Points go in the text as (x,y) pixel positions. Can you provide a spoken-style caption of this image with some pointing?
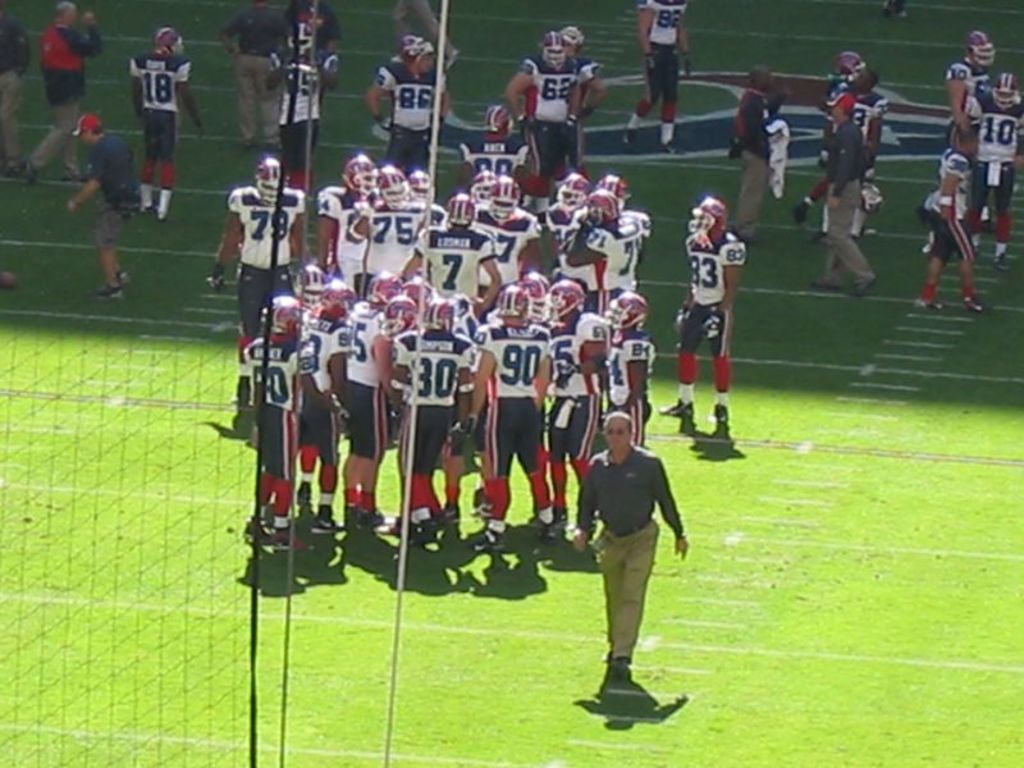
The picture is clicked in a football stadium (847,649) where we observe all the players (518,372) are in the ground (790,183) and a man (597,485) is walking. There is a goal post (169,672) to the left side of the image (159,644).
